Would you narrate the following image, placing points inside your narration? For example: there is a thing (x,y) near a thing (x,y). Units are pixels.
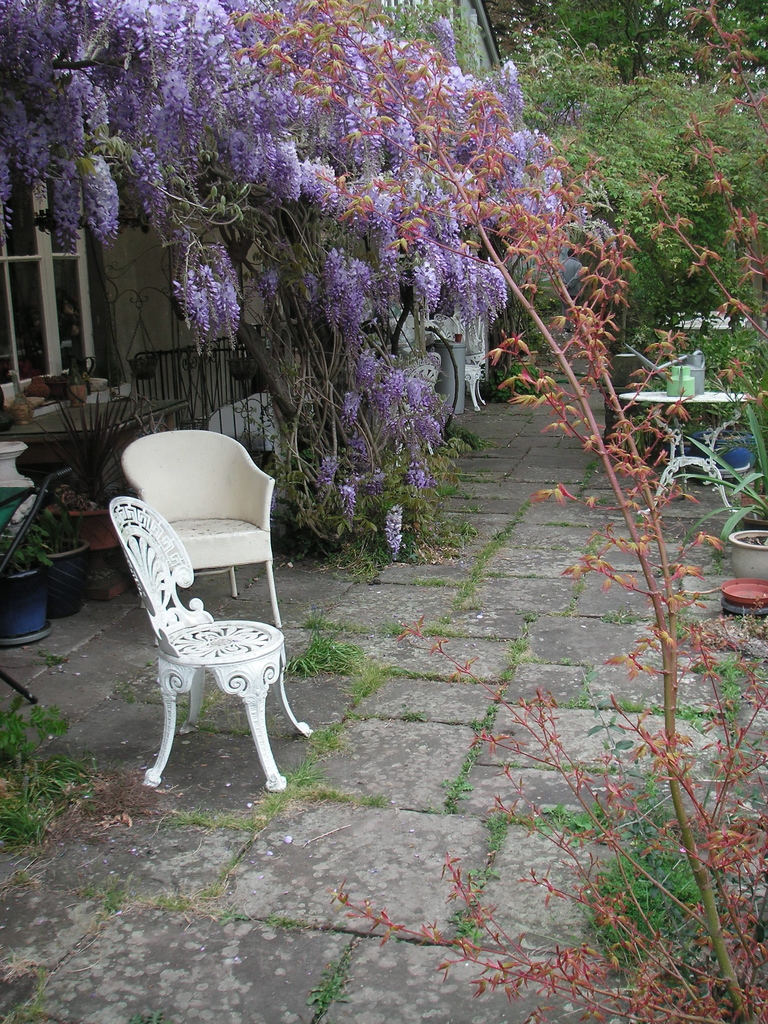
There are two white empty chairs (207,551). Here is a table (690,400) with some objects (690,386) on it. These are the trees (227,94) with violet color flowers (232,122) and here are the flower pots (64,598).
